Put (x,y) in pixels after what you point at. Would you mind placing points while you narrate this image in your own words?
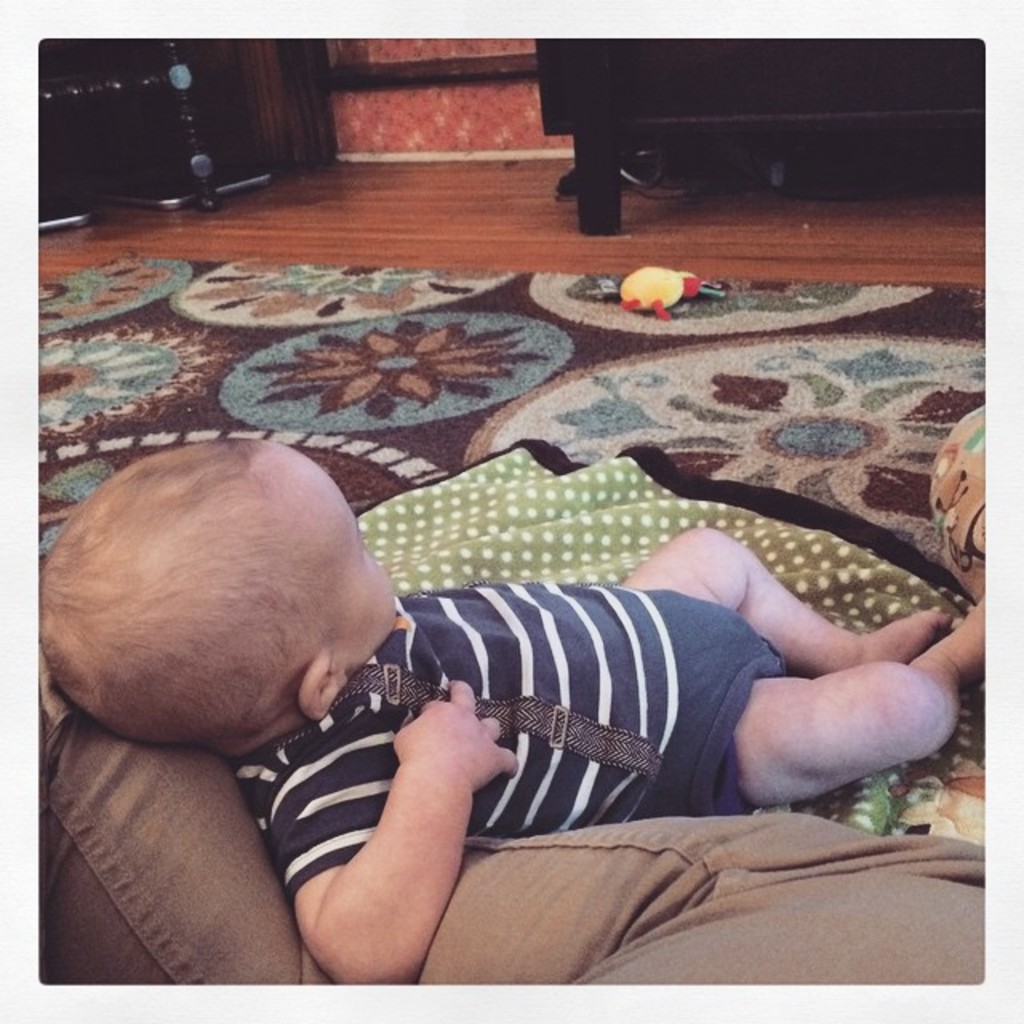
There is a baby (346,763) lying on the legs (481,909) of a person (671,892). On the floor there is a carpet (411,316). On that there is a toy (636,285). At the top (325,103) there are cupboards (776,94).
